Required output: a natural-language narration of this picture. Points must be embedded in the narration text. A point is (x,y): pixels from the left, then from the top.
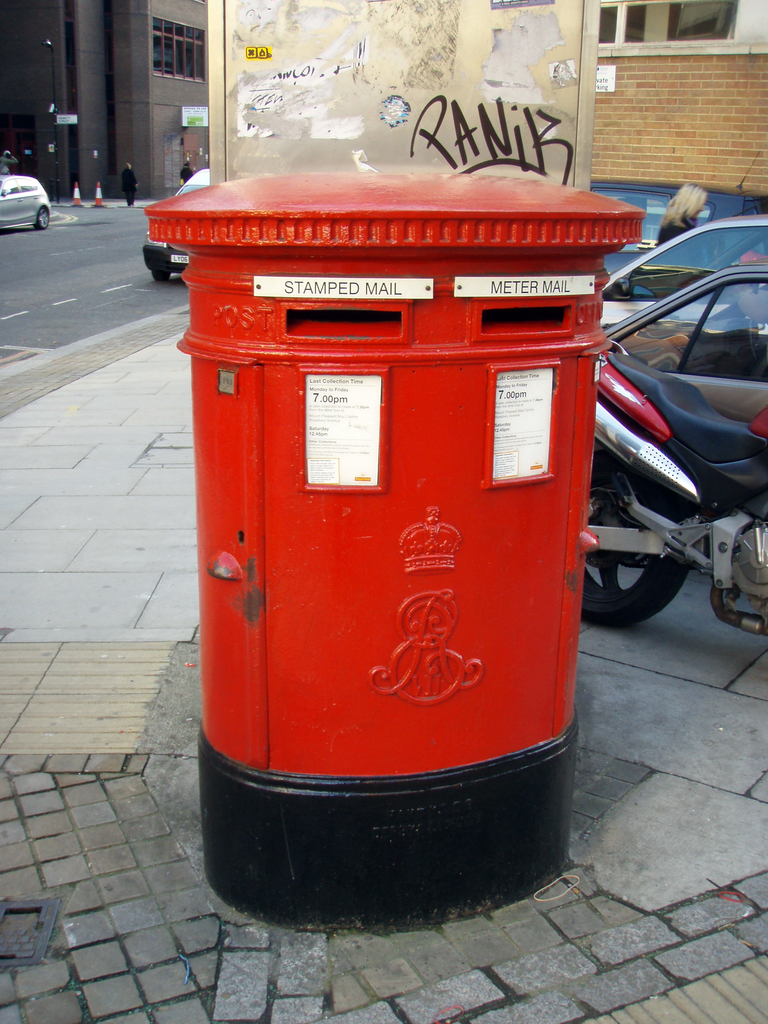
In this picture I can see a post box (579,399), there are vehicles (731,261), there are four persons (9,156) standing, there are cone bar barricades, buildings (193,164), boards (472,95).
